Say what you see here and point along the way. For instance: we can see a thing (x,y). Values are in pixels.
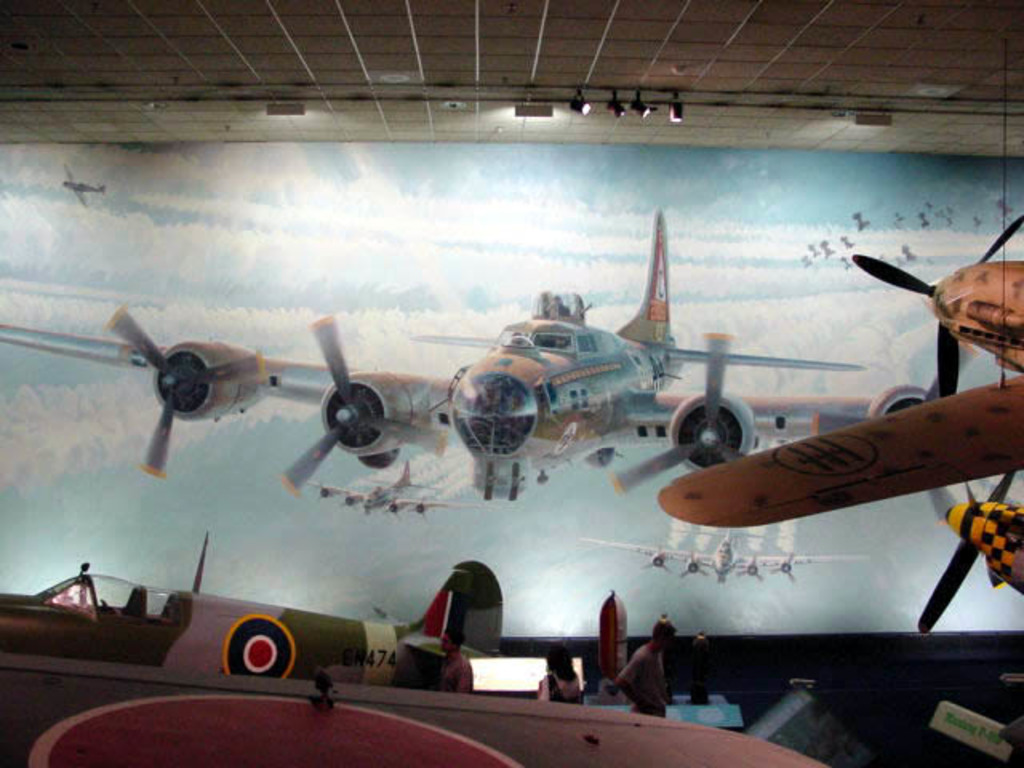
In this image there are a few people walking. Around them there are propeller planes (532,707). There is a screen (537,661) in front of the woman (572,678). In the background of the image (572,392) there is a poster (497,283) on the wall (448,241). On top of the image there are focus lights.
